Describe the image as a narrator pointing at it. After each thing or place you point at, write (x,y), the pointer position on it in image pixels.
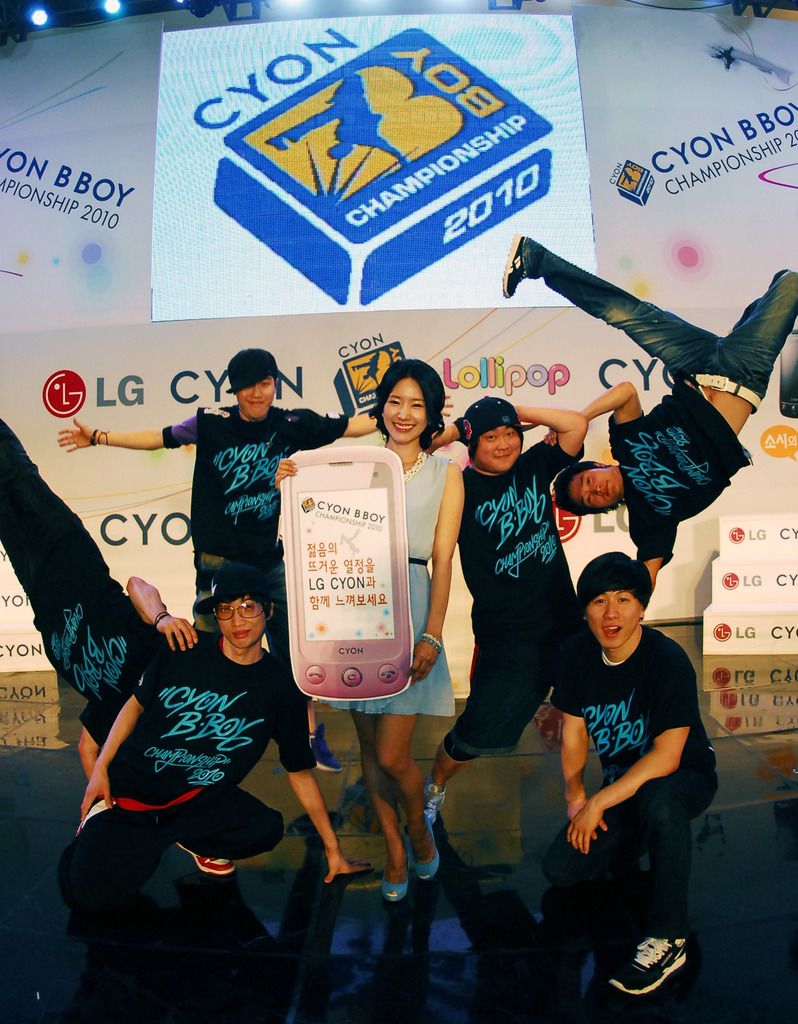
In this image there are a few people (646,648) standing and sitting on the floor (445,870), behind them there is a banner (59,143) with some images (359,232) and text (142,392) on it and at the top of the image (112,12) we can see there are two focus lights (36,19).
